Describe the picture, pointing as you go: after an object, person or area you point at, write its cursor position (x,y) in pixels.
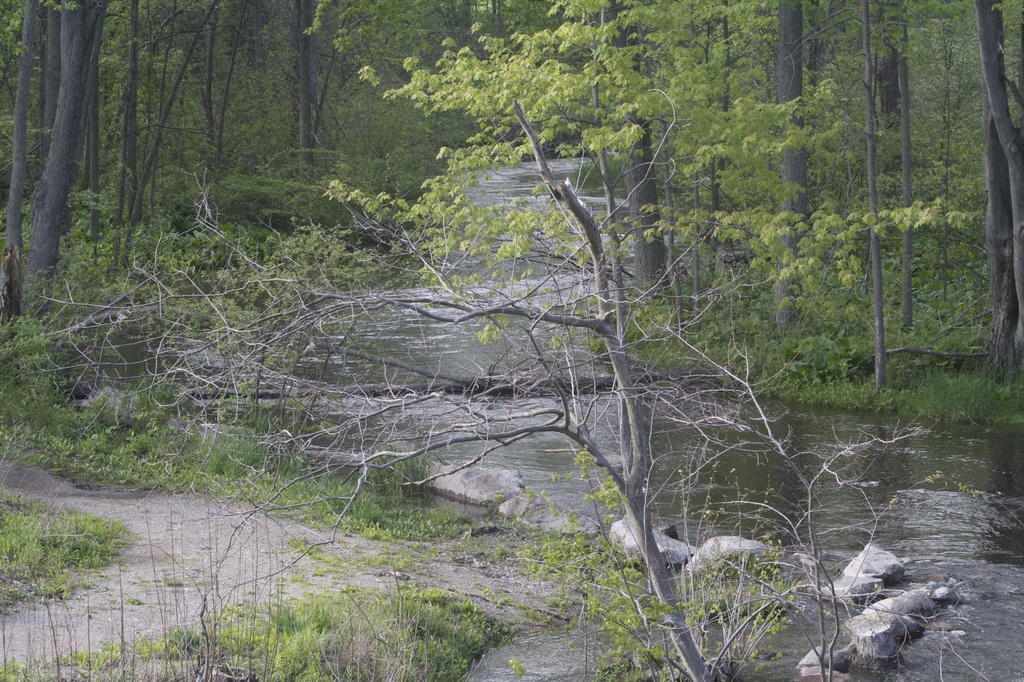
In the image we can see river (881,464), stones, grass (423,661) and trees (303,162).
